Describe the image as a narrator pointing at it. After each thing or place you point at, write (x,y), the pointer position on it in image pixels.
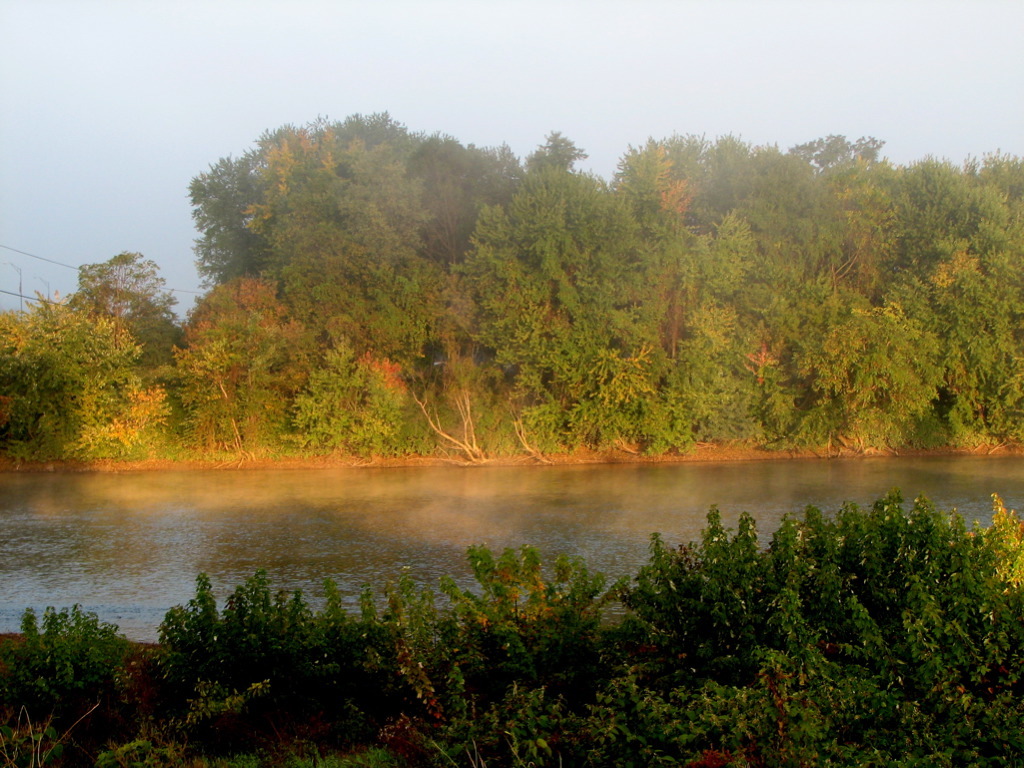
In this image we can see there is the water (352,502) and there are trees (345,283), plants (207,618) and the sky (182,132).
